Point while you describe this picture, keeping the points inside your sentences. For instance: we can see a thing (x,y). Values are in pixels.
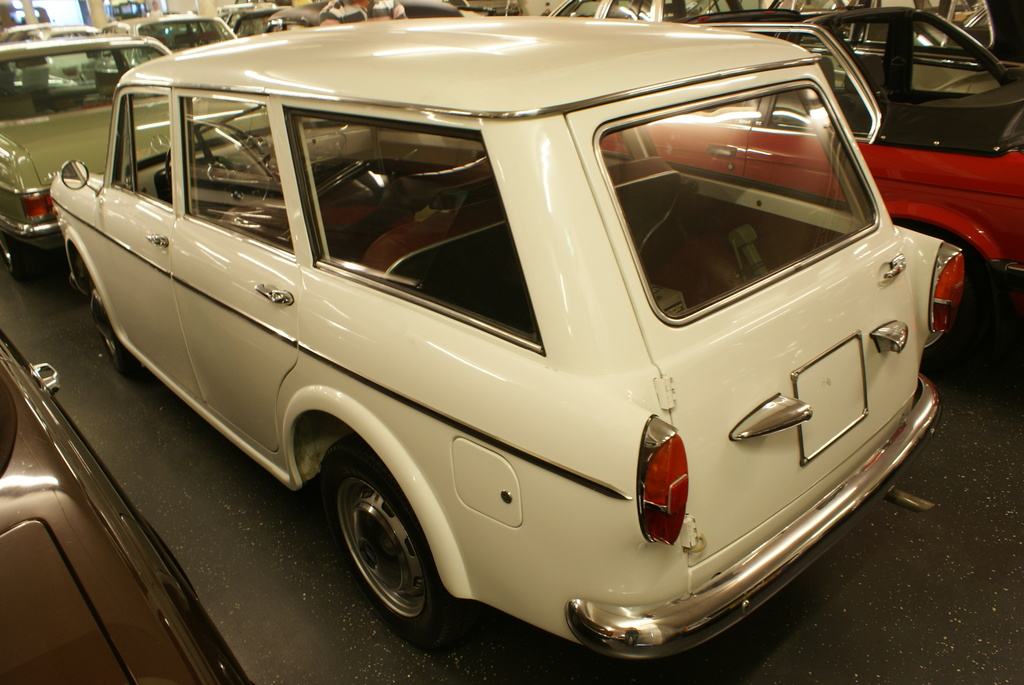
In this image, there is car (336,66) which is colored white. There are some other car (51,145) at the top (912,26) and in the bottom left of the image (31,510).
